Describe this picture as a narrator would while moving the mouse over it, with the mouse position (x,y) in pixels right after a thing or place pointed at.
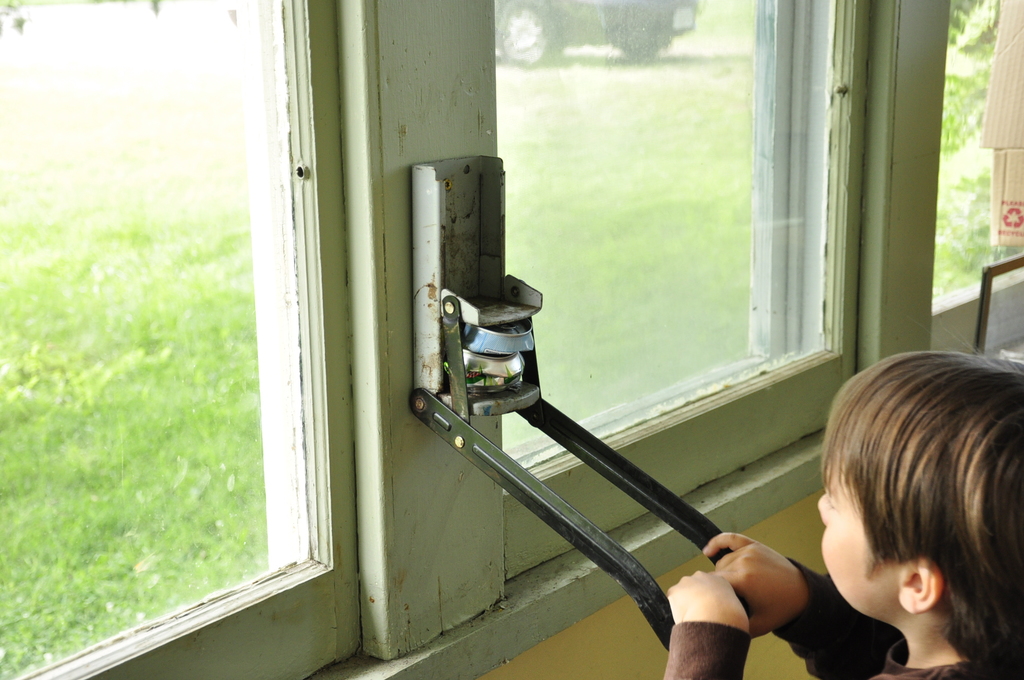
In the center of the image (416,349) we can see an object (674,502). In the bottom right corner (875,567) we can see a boy (957,636) is holding an object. In the background of the image (507,653) we can see the windows (300,653), wall (545,648) and boards (1006,303). Through the windows (186,391) we can see the grass (194,407) and the vehicle (653,34).
